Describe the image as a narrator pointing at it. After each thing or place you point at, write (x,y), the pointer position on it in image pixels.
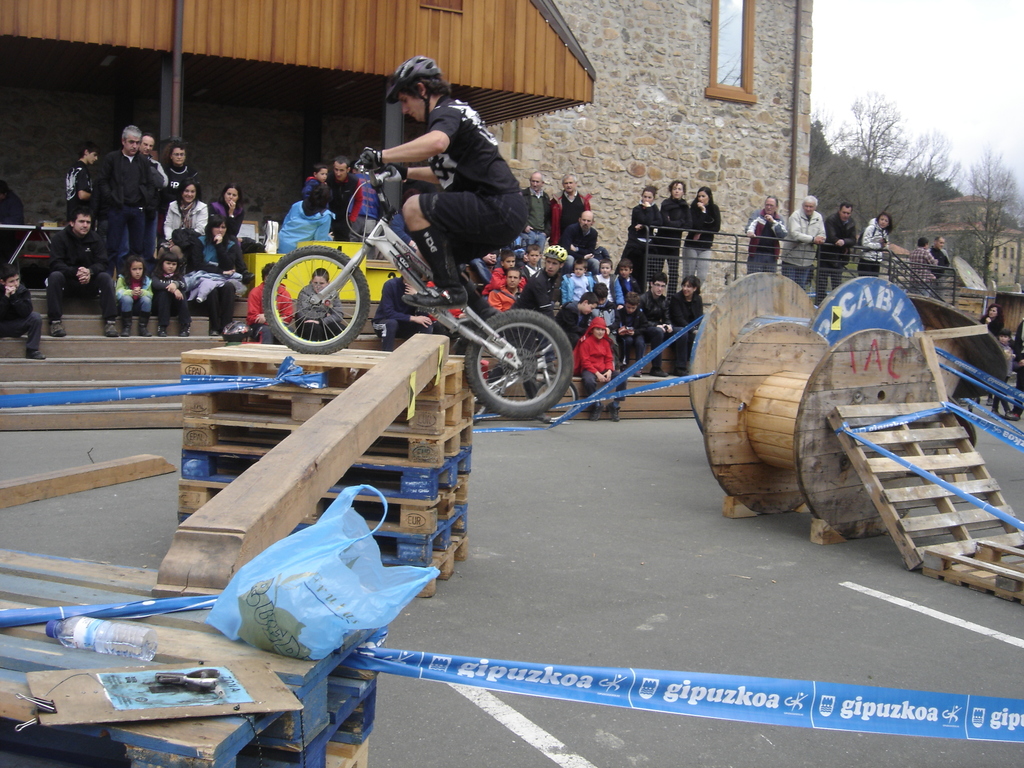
In the middle (484,344) a man (487,171) is riding the cycle (467,335) and jumping. This person (428,238) wore black color dress (487,189), helmet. Many people (259,302) are sitting on the stairs (235,311) and observing him. On the right side (900,142) there are trees (928,204) in this image.
